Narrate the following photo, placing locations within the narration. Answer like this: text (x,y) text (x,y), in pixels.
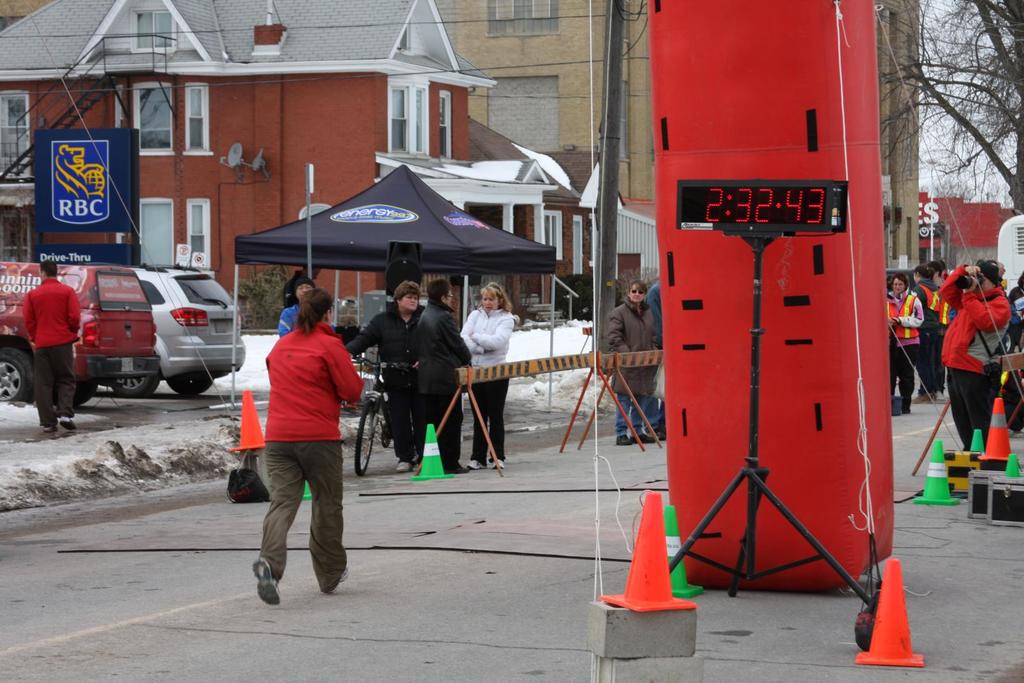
In this picture I can see on the right side (689,358) it looks like a red color balloon (847,226) and there is a timer (775,232), in the middle (446,301) a group of people (487,397) are there and there is a tent (326,254). On the left side (231,364) there are vehicles (202,370), in the background (443,156) there are buildings (586,152). On the right side (938,125) there is a tree (992,119).
